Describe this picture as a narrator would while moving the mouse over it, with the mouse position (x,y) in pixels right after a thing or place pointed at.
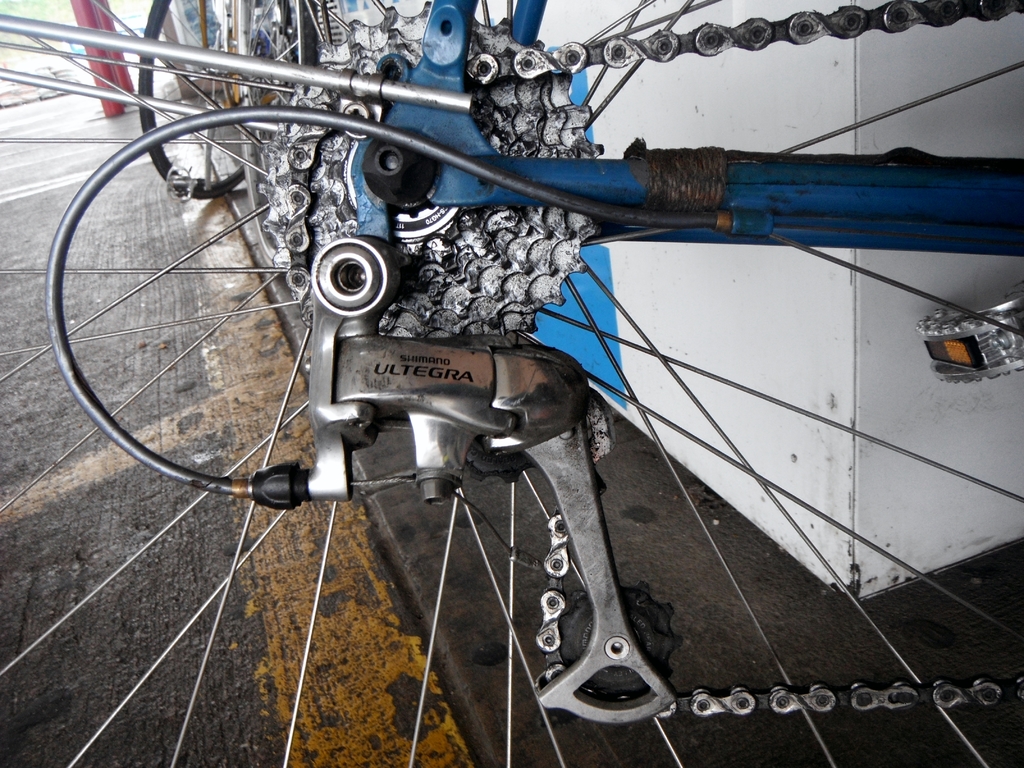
In this image I can see the bicycle wheel (535,279) which is in silver and blue color. I can also see the ground (77,659) to the left (7,114).
